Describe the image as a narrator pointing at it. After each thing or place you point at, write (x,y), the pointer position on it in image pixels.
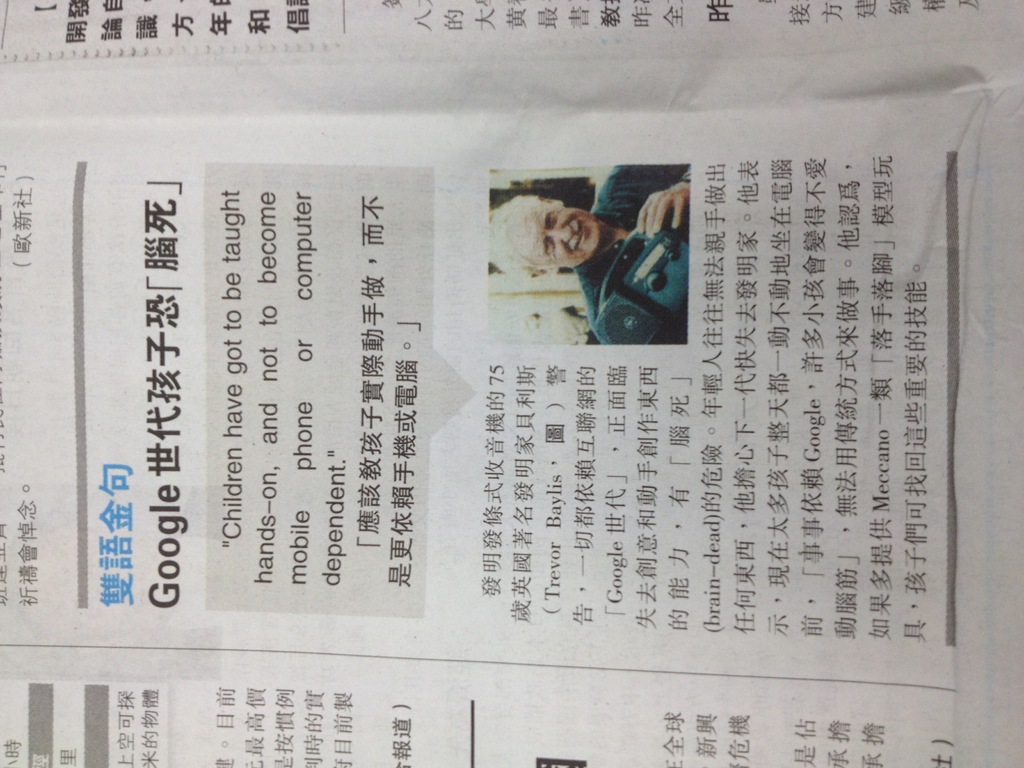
In the picture there is a paper (333,404), on the paper (333,404) there is some text (918,380) and there is a photograph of a man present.
